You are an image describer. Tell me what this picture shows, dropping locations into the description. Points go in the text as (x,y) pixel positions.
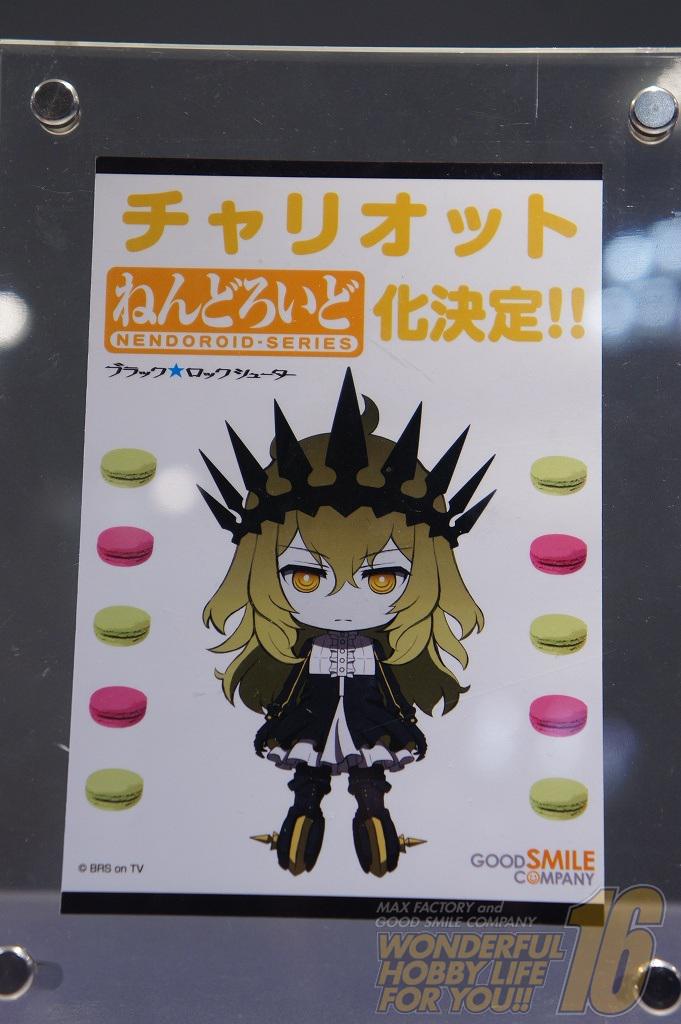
In the foreground of the picture (291,235) there is a poster (200,508) sticked on a glass (663,220). At the bottom (6,980) there are holes (648,988) to the glass (158,100). At the top (49,97) there are bolt (646,110) and hole (63,101) to the glass (319,74).
